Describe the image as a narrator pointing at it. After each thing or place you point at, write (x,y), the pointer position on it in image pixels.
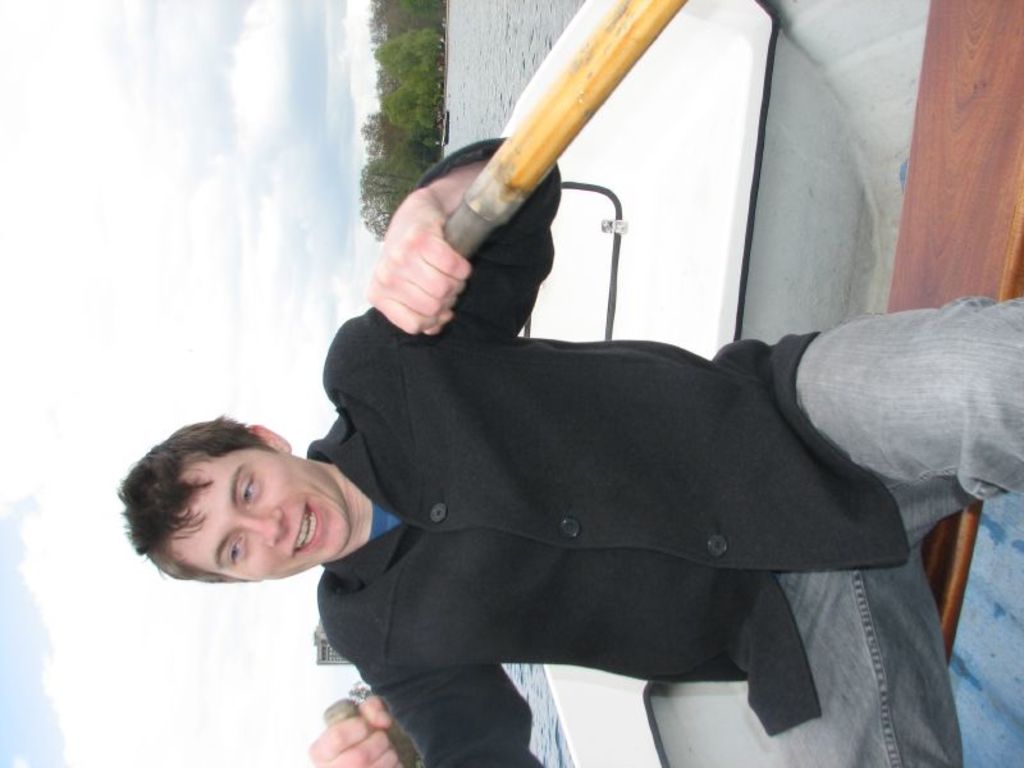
In this image we can see a person (541,375) sailing on a boat (531,326). There are trees (413,102) and water (499,94). In the background (180,178) we can see cloudy sky (256,366).
